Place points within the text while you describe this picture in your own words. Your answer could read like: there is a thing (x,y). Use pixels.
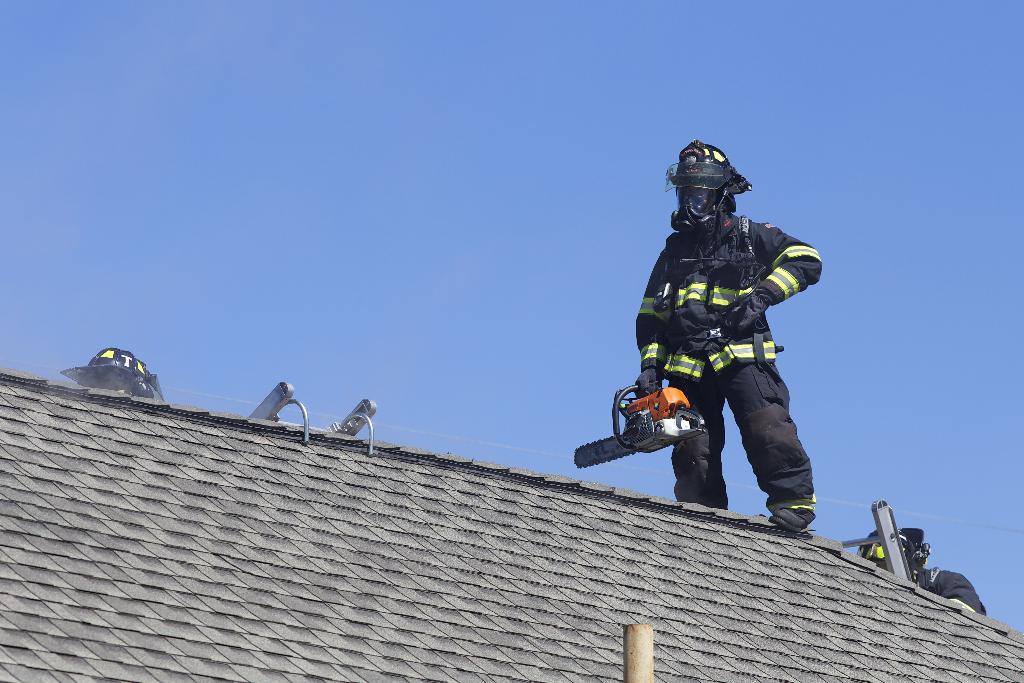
In this picture we can see a man (763,390) standing on a roof top (753,558), he is holding something, he wore a mask (701,206), gloves (743,321) and shoes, we can see the sky (745,487) at the top of the picture (231,134).
